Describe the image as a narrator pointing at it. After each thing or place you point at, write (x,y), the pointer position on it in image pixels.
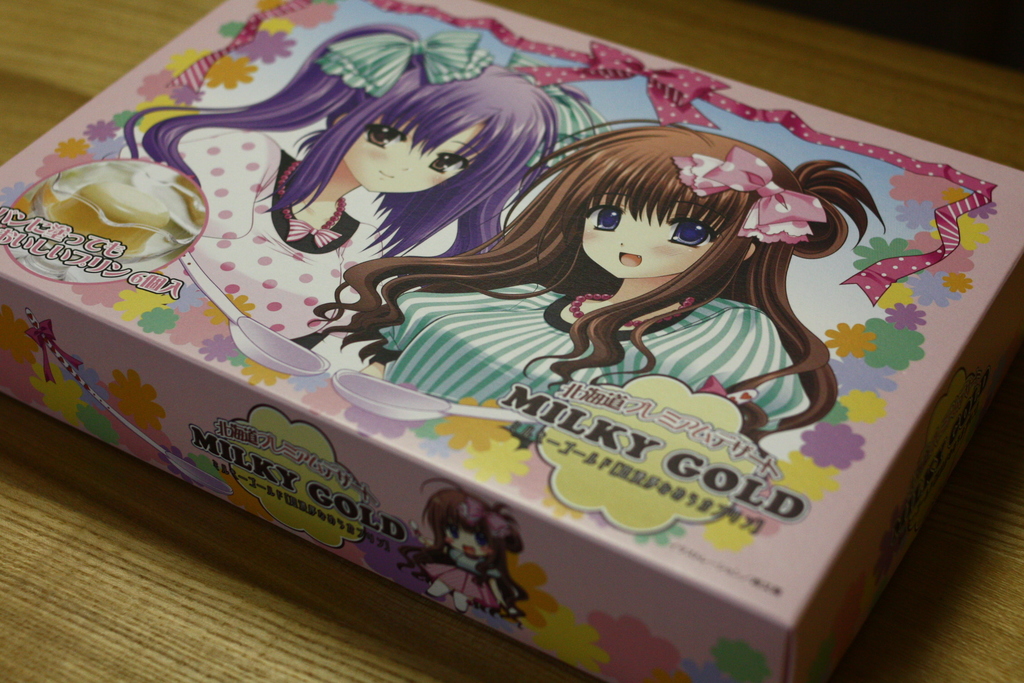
In this image there is a box (439,523). There are two girls (407,238) on the box cover (422,244).
